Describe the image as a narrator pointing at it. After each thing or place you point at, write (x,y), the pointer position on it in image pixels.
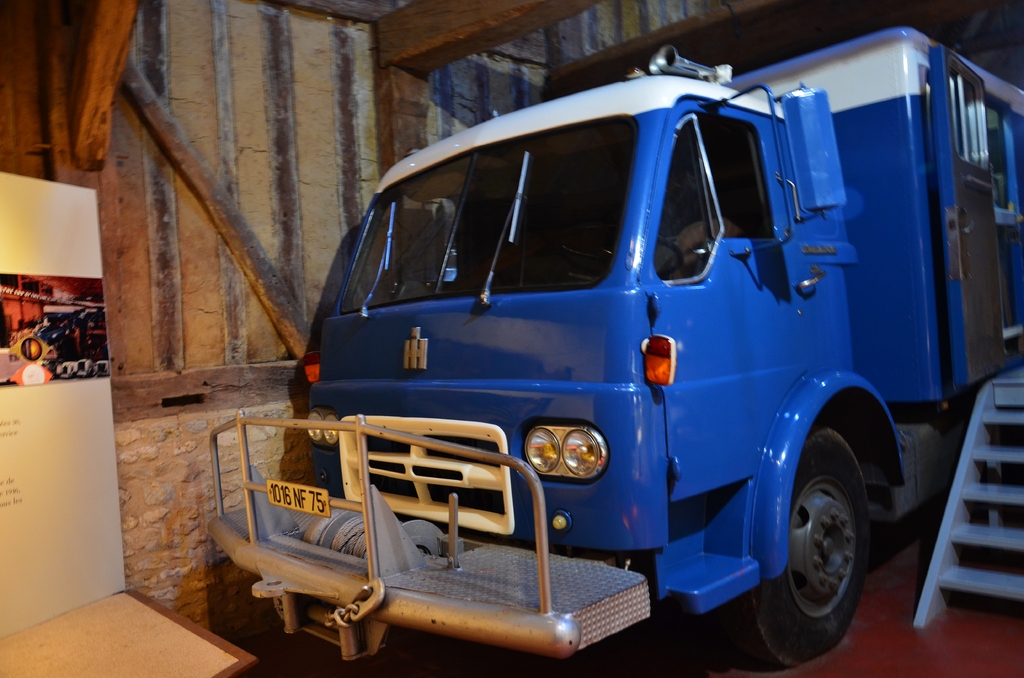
In this image we can see a vehicle (587,518) with number plate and a cable (351,547) is parked on the ground (605,672). On the right side of the image (979,581) we can see a staircase (931,617). On the left side of the image (120,549) we can see a board (62,365) with pictures (55,351) and some text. At the top of the image (395,4) we can see some wood poles (381,31).
